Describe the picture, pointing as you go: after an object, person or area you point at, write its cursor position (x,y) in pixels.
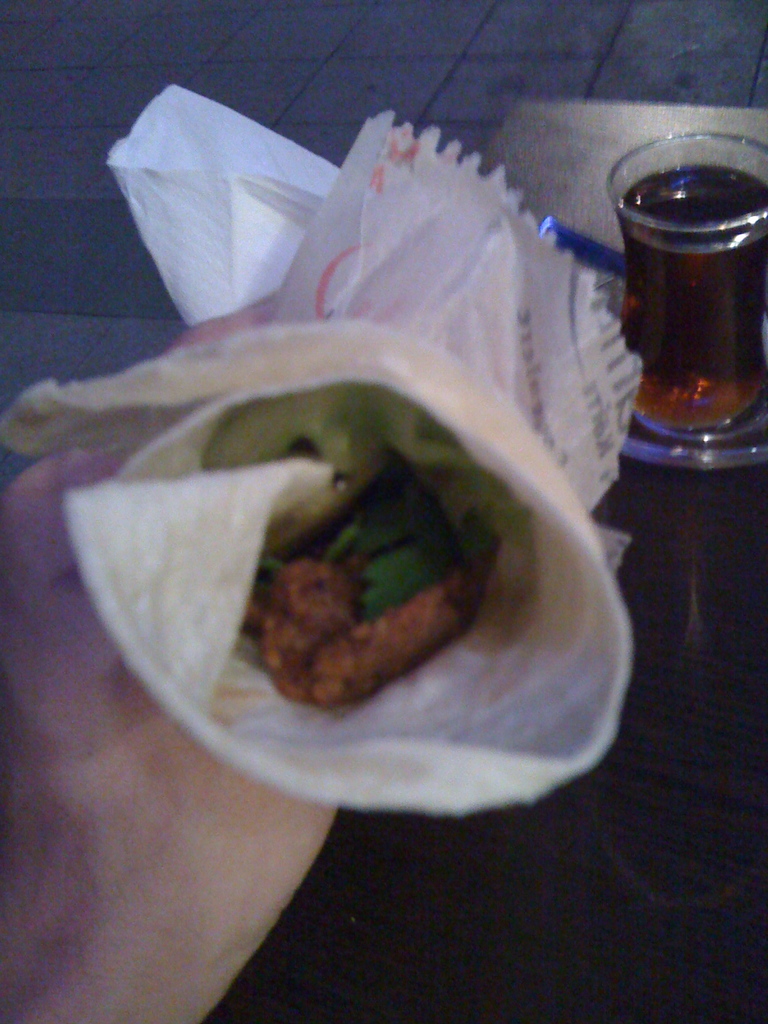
In this image we can see a person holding food roll (280,572) wrapped in the paper napkin (580,440) and a glass tumbler (670,306) with beverage (690,308) in it.
